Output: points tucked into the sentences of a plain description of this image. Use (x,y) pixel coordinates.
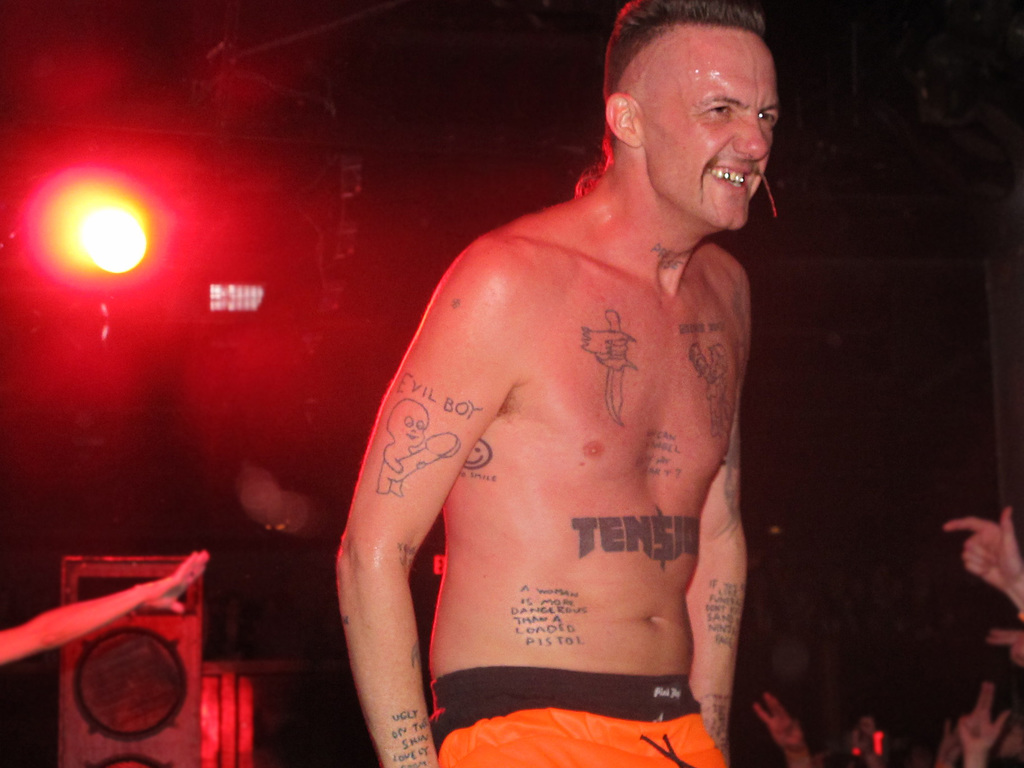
In this image in the front (637,482) there is a person (597,474) standing and smiling having tattoos (649,544) on his body (595,511). In the background (133,669) there are persons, there is a speaker (128,656) and there is a light (103,229).
